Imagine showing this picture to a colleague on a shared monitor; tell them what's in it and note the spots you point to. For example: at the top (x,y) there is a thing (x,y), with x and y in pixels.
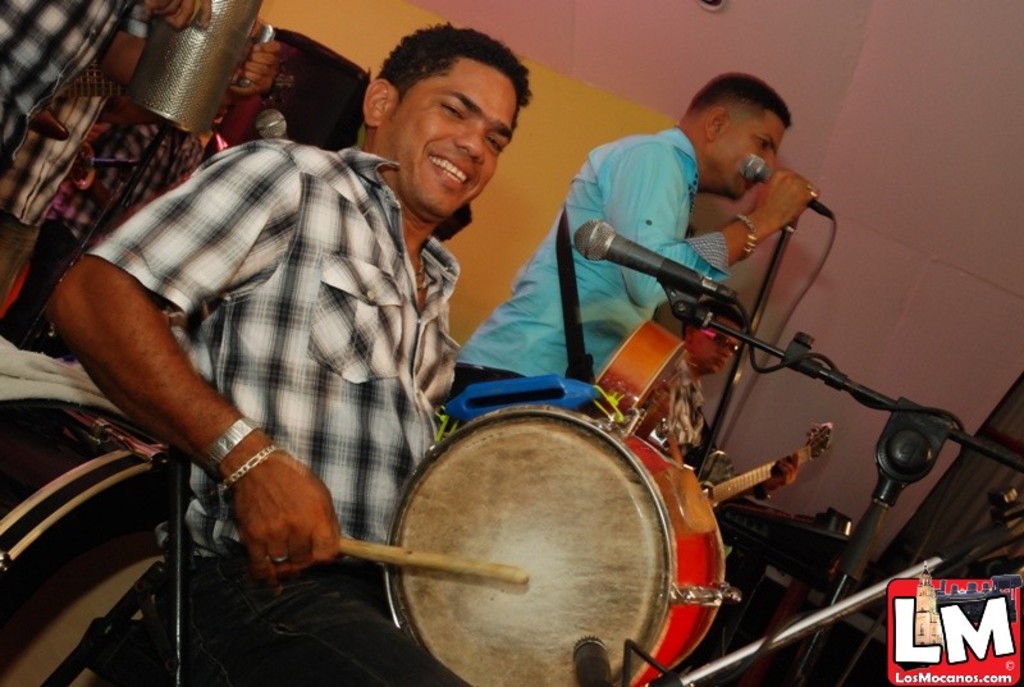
This image is clicked inside the room (663,104). There are many people (133,337) in the image. In the front (289,407), the man (292,470) is wearing black and white shirt (369,293), is playing drums (475,601). To the back (637,302), the man (672,209) wearing blue shirt (680,146), is singing in mic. In the background (930,131) there is wall (915,141).
